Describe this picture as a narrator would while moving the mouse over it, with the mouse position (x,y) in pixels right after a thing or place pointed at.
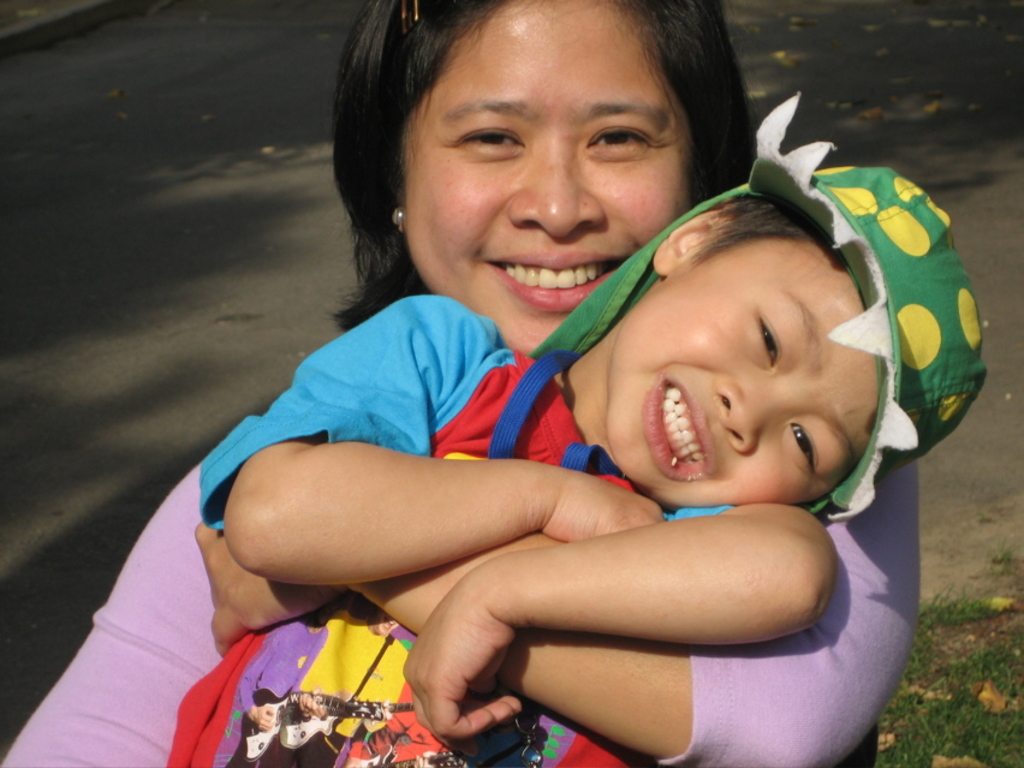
in this image I can see a kid (621,547) and a woman (605,216). In the background (301,204), I can see the road (107,276).
